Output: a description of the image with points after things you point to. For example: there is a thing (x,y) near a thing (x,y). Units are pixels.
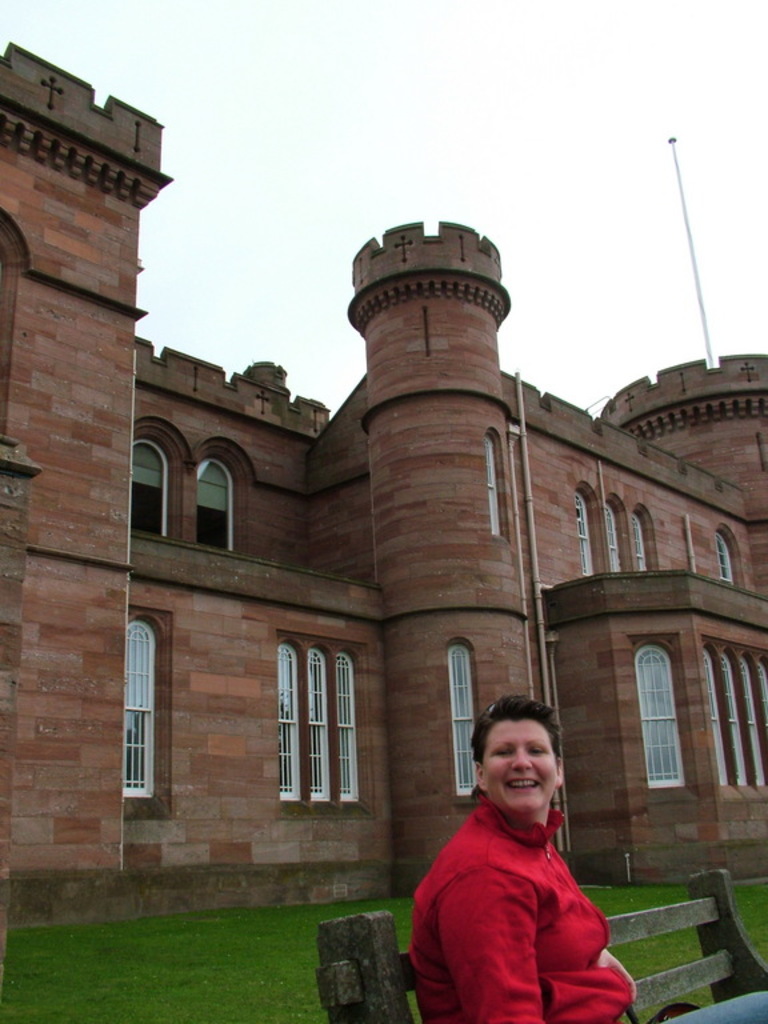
In this picture we can see a person (564,909) sitting on a bench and in the background (564,840) we can see a building (606,782), grass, sky (690,48).
